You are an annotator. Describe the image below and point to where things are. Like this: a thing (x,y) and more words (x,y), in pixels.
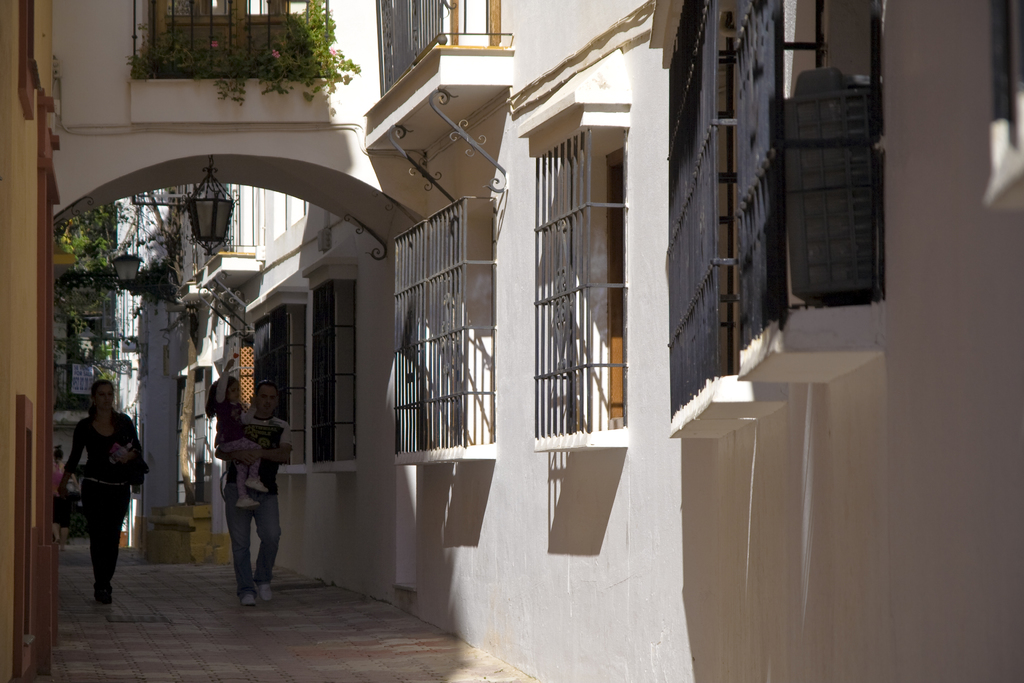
In this image a lady (122,462) and a man (263,440) are walking. The man (267,428) is holding a baby (231,417). On both side of the path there are buildings (144,119). on the top (216,58) there are plants (175,230), lights (128,265). On the wall (518,356) there are windows (584,161) with grille (538,323).
